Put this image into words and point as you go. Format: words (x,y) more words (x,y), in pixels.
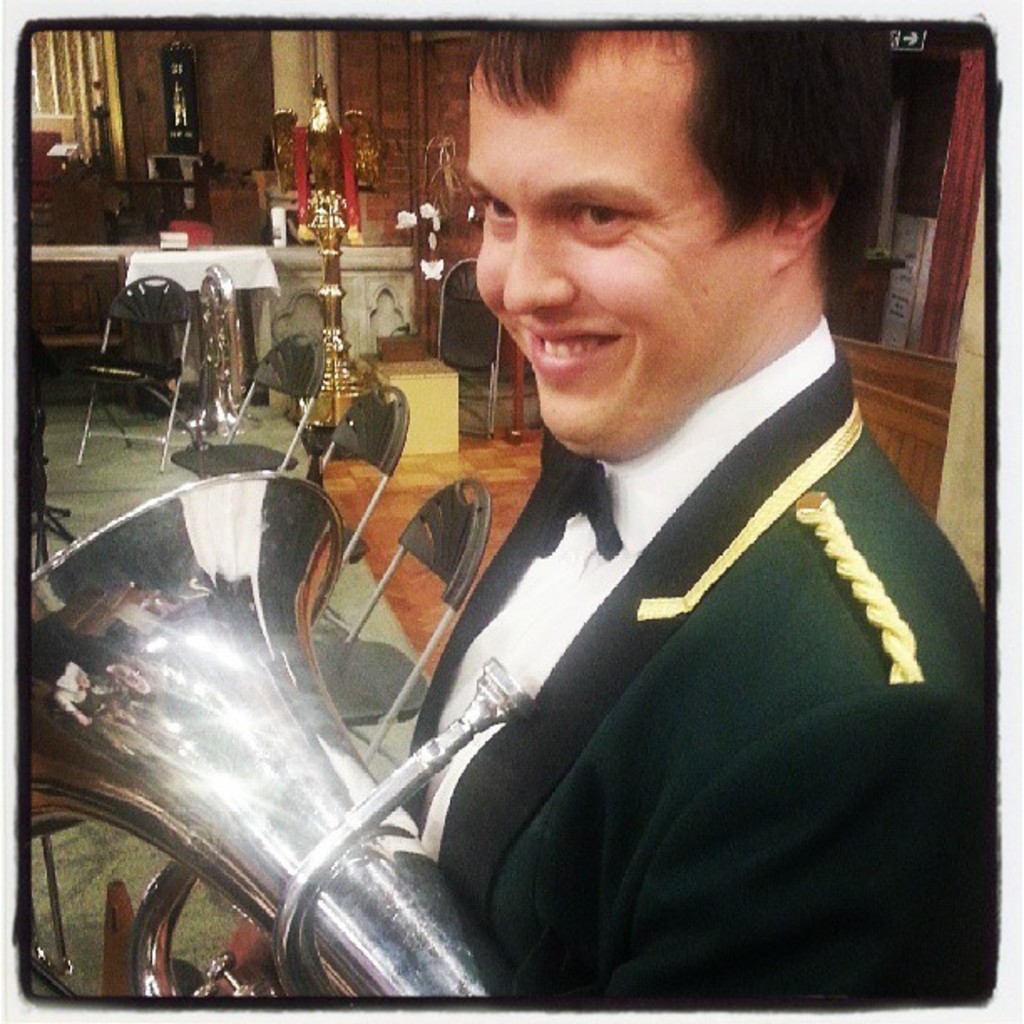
This is a photo. In the center of the image (538,563) we can see a man (594,516) is standing and smiling and holding a musical instrument (110,555). In the background of the image (383,275) we can see the wall (271,129), window (68,112), table (273,263), chairs (283,350), some musical instruments (231,361) and other objects (371,364) and floor (355,564).
